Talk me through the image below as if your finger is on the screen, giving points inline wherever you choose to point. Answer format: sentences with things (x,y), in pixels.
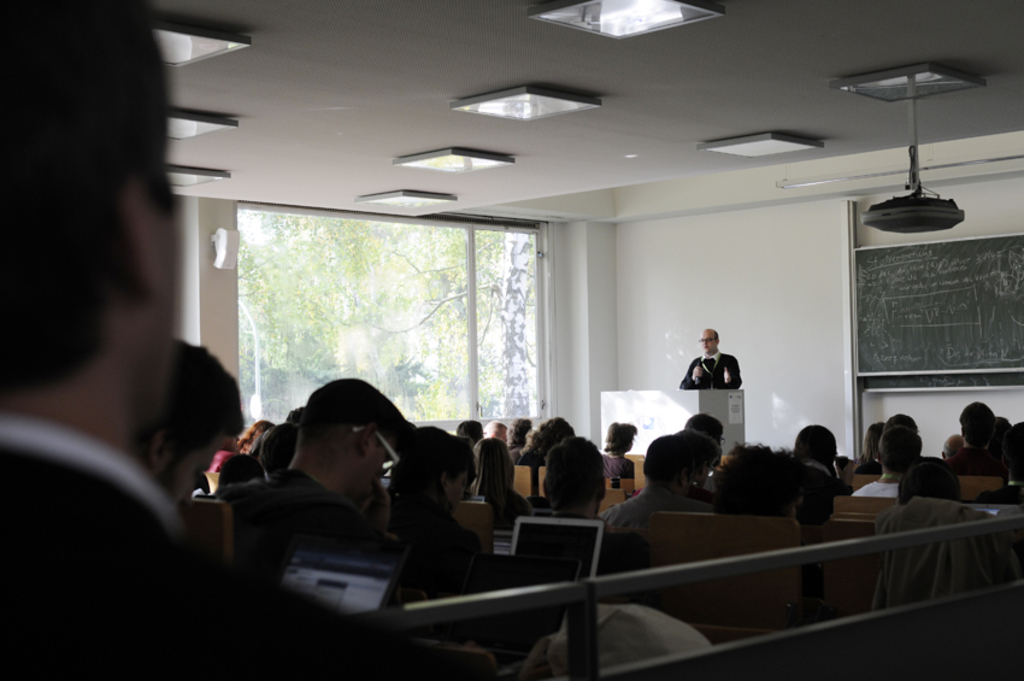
There are people (645,498) sitting in front of laptops (551,518) in the foreground area of the image (657,448). There is a man (714,372) standing in front of a desk (723,403), a board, window (534,256), lamps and trees (484,299) in the background (508,308).
